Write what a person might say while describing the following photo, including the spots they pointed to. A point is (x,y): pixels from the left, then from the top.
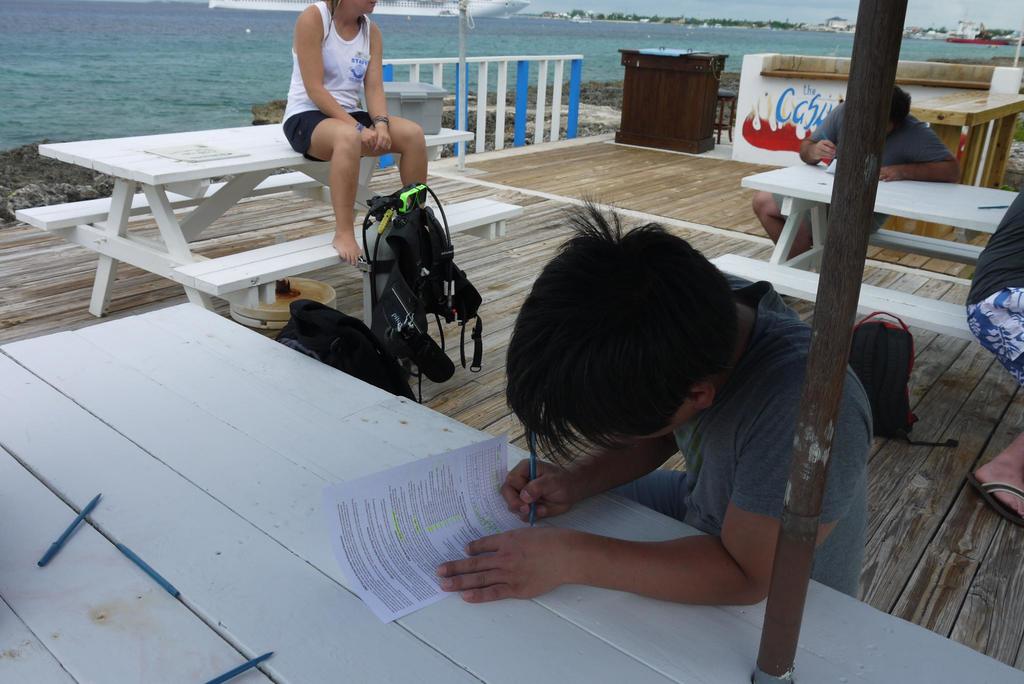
There are four people (571,469). A woman (386,123) sitting on a table (89,216). Two man (646,352) writing on a paper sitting one behind the other. The location is a beach (494,130) and there is partial ship (443,12) can be seen.
